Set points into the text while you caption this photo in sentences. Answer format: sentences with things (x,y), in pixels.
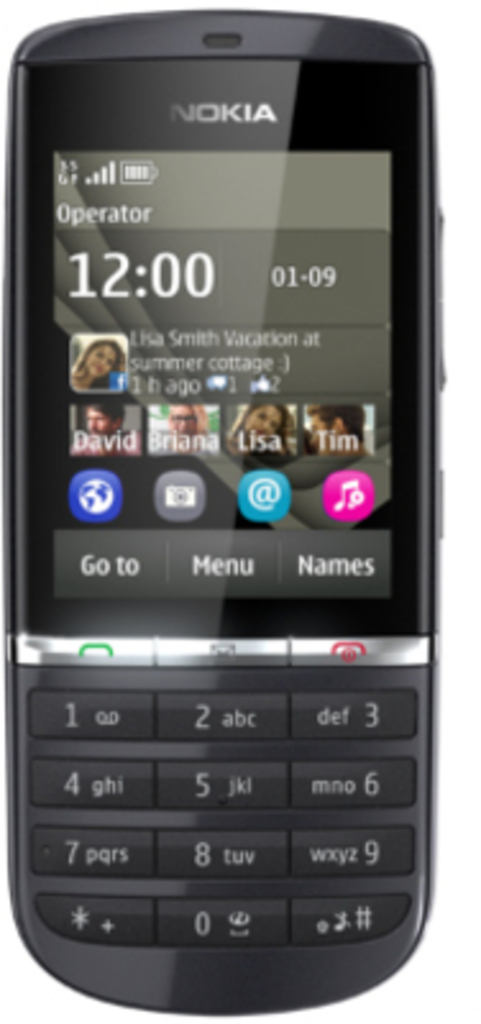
In this image we can see a mobile phone (314,596).
